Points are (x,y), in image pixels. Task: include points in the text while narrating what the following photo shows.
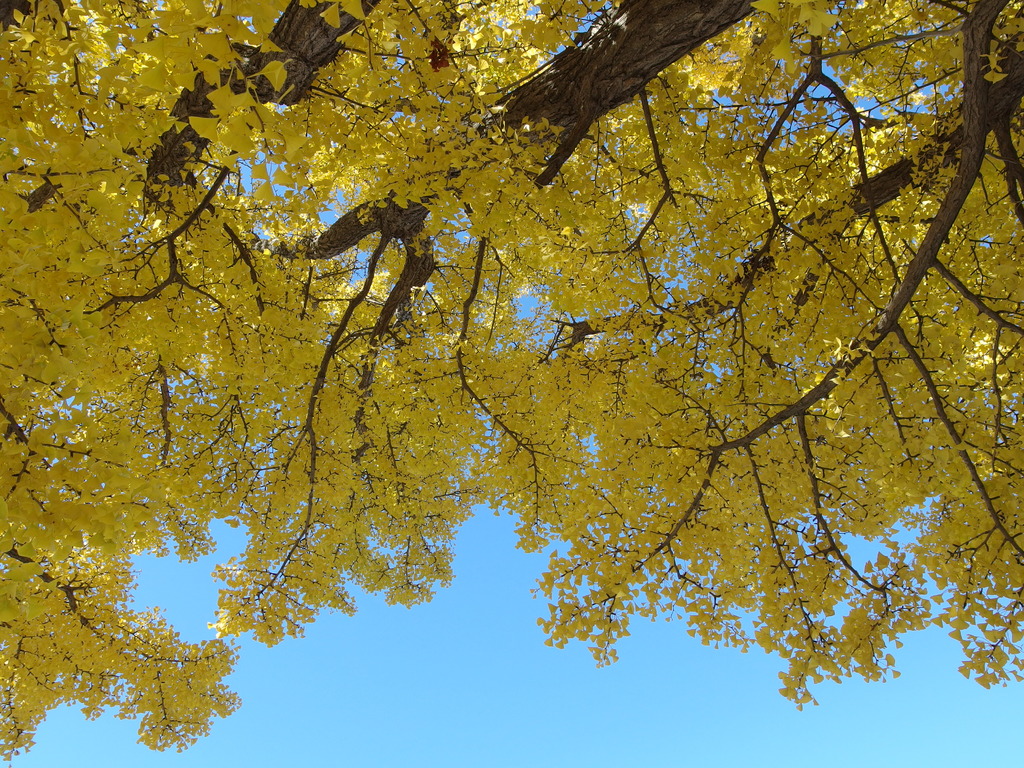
In this image I can see few trees (381,210) in the front (395,479) and in the background (655,668) I can see the sky (425,638). I can see color of these leaves (260,568) are yellow.
